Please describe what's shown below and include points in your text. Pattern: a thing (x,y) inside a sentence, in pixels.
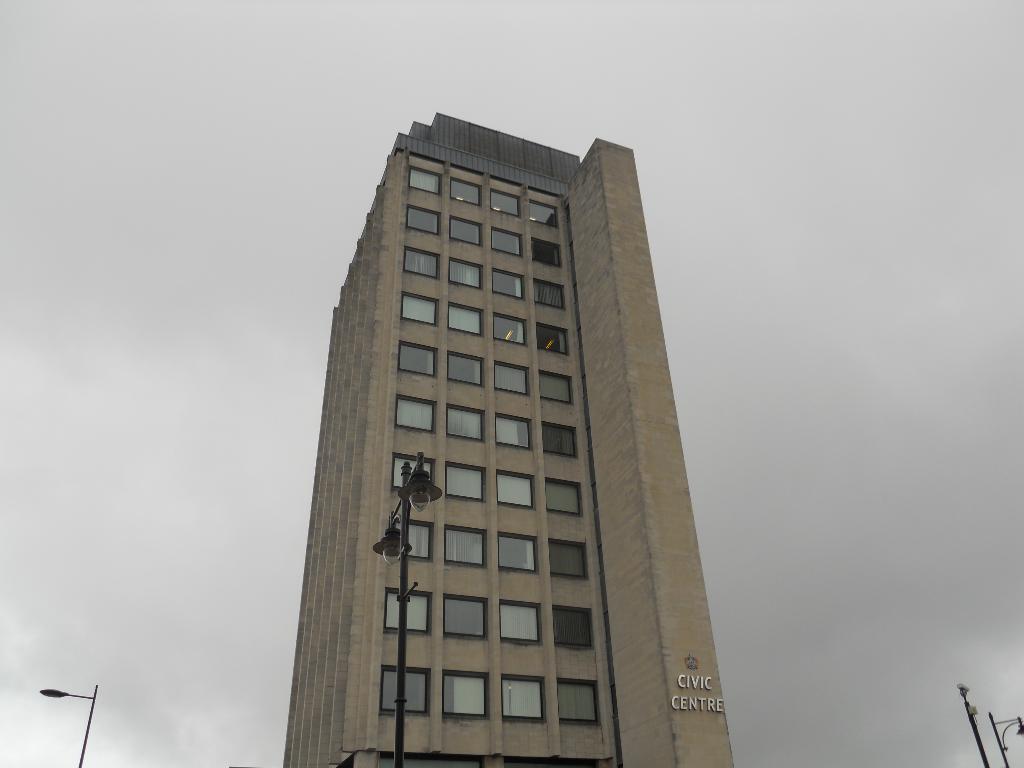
In this image in the center (509,454) there is a building (458,472) with some text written on it. On the right side (995,731) there are poles (1020,730) and on the left side (95,689) there is a pole (82,693) and the sky (803,241) is cloudy. In front of the building (452,619), in the front (404,548) there is a pole (404,552) and there are lights (395,535) hanging.
